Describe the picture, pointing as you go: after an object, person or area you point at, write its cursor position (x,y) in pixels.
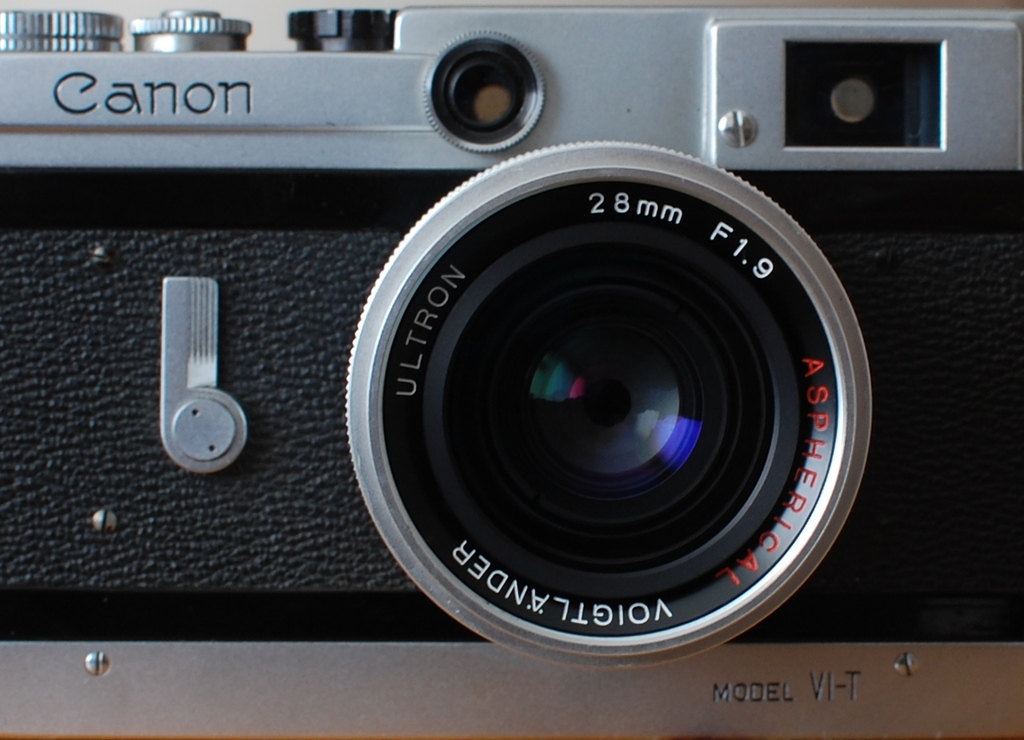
In this image I can see a camera (518,431). On the camera (145,347) I can see something written on it.
